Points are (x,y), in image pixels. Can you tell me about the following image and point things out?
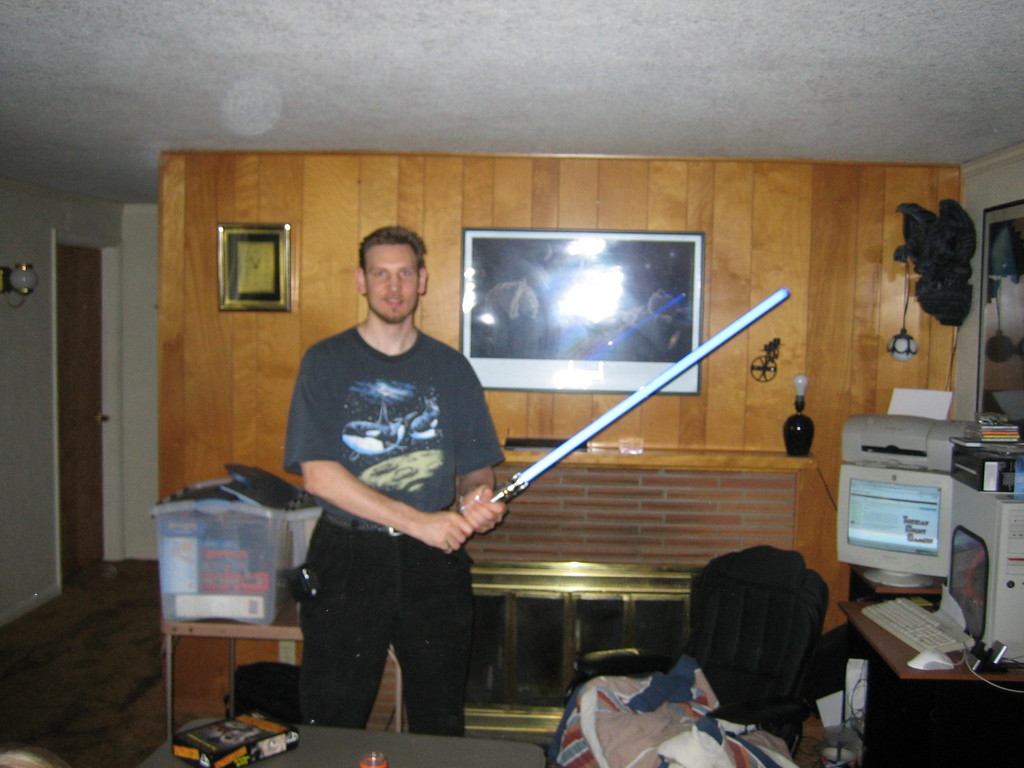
In this image there is a person (317,634) standing and holding sword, behind him there is a poster (572,293) and picture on the wall (199,693), also there is a computer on the table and in front of him there is a table (479,755) with so many things (383,765).
